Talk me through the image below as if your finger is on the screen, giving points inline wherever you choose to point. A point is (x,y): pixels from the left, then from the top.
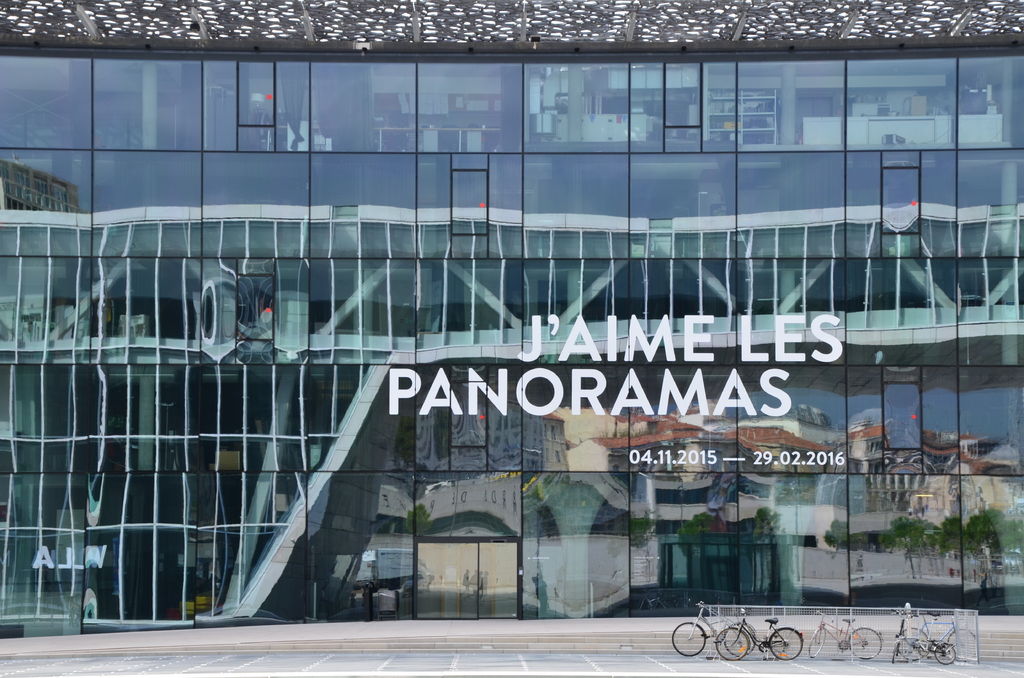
In the image I can see a glass building (580,408) and also I can see some bicycles (788,627) on the ground (788,660).
